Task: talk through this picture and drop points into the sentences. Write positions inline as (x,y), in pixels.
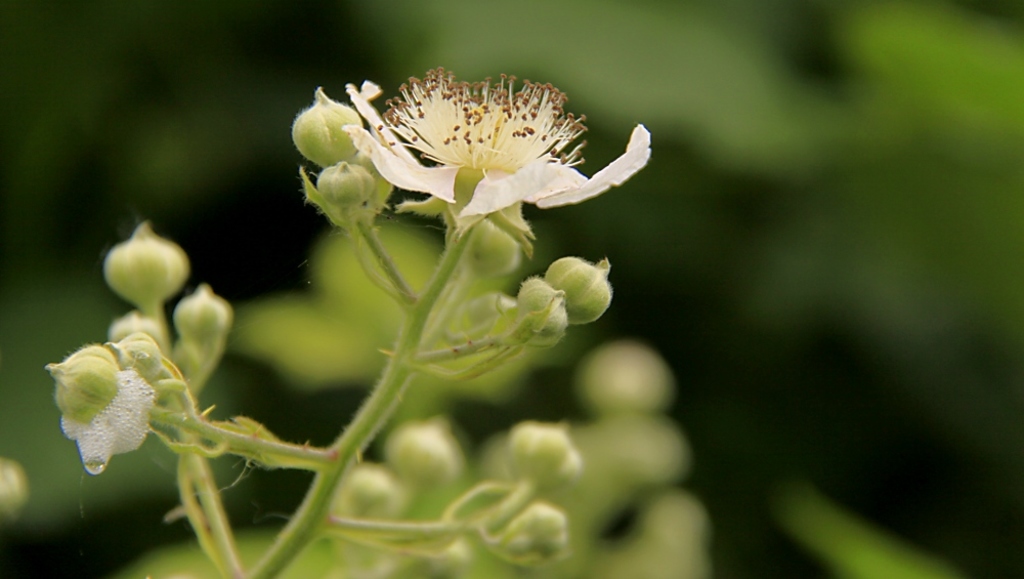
In the image there is white flower (506,171) to the plant (573,185) and the background (795,392) is blurry.
